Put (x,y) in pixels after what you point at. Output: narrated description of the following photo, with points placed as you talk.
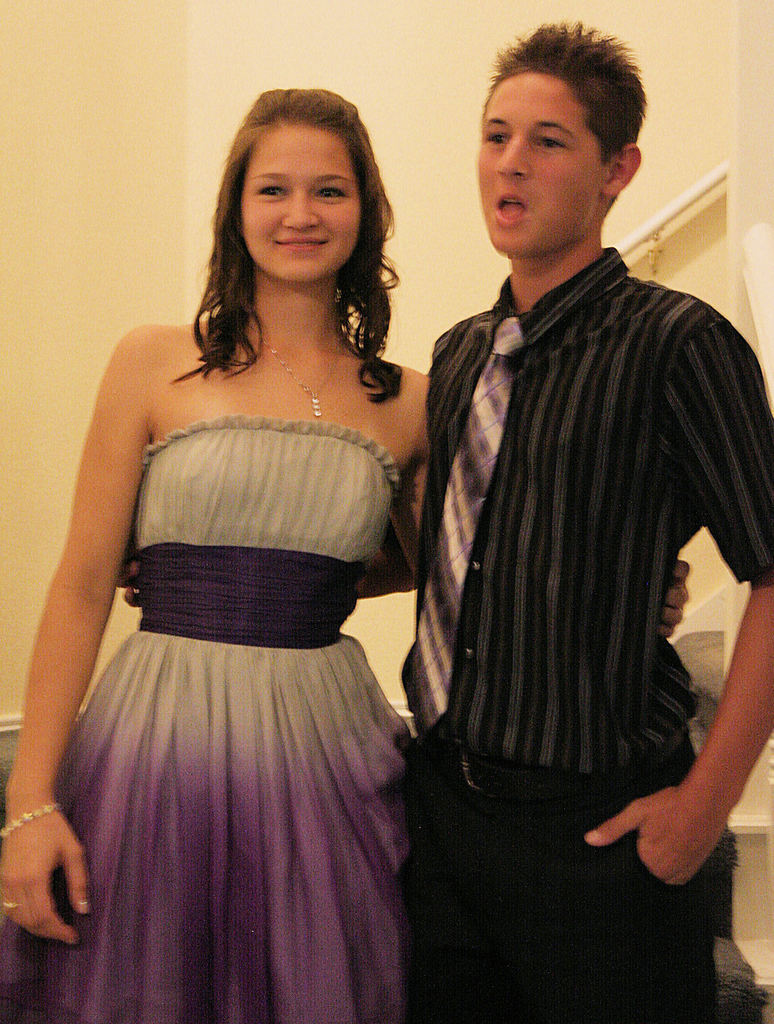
In this picture I can see there is a boy (559,364) and a girl (292,591) standing, the boy (581,578) is wearing a black shirt (551,559), pant (456,896) and a tie (432,697). The girl (355,740) standing beside the boy (432,697) is wearing a grey and purple dress (249,767) and there are stairs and a wall (426,189) in the backdrop (439,182).
